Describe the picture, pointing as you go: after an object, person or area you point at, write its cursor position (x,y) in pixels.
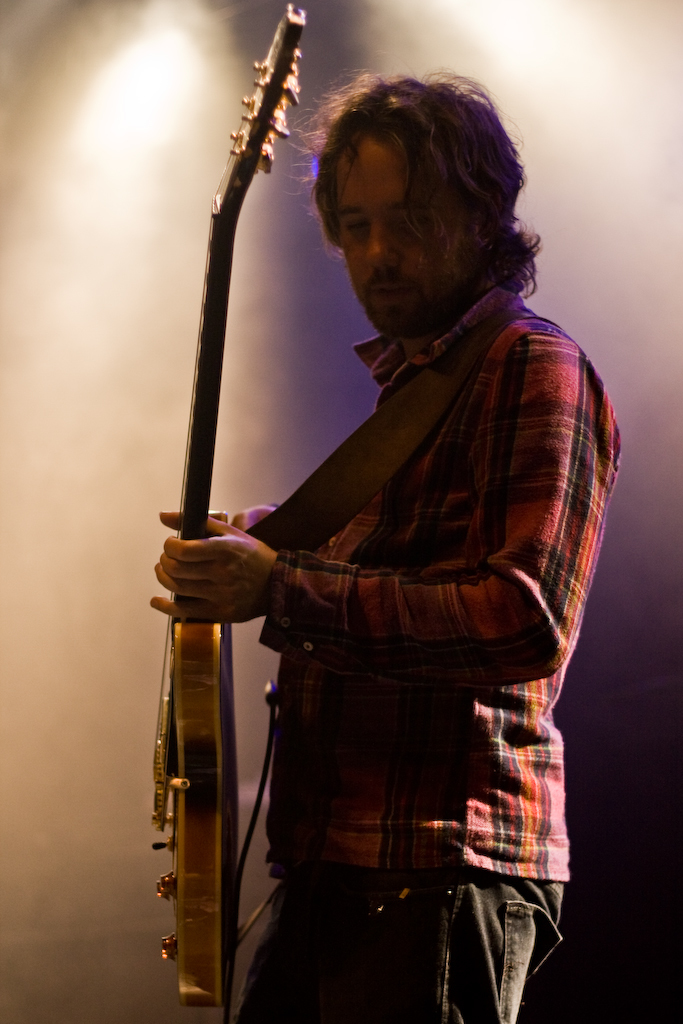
In this picture we can see a man (391,604) standing and holding a guitar (221,865) in his hands (224,570). Background (612,168) is blurry.
